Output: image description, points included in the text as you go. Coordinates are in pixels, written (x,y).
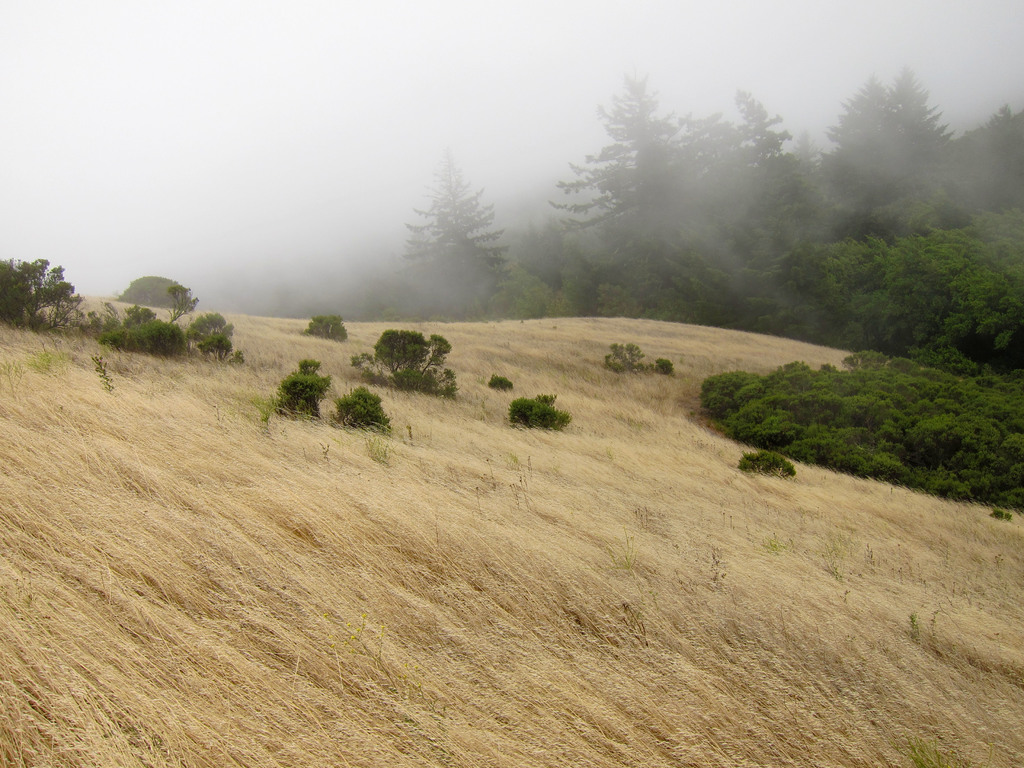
In this picture we can see dry grass (504,663), plants (917,418) and trees (990,227). On the top left (248,81) we can see fog (286,198).
